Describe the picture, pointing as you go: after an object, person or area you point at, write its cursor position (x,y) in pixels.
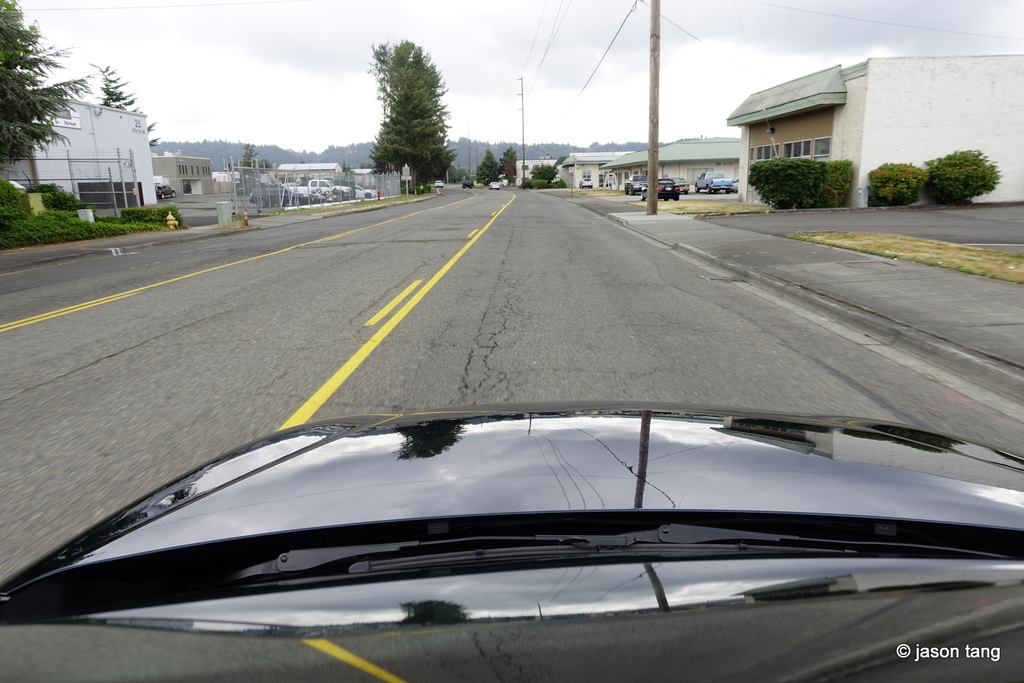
At the bottom of the image (124,540) there is black color car (467,679). In the background of the image (434,156) there are trees (433,127). There are electric poles (524,134). There are houses (636,158). There is a road (466,242).
